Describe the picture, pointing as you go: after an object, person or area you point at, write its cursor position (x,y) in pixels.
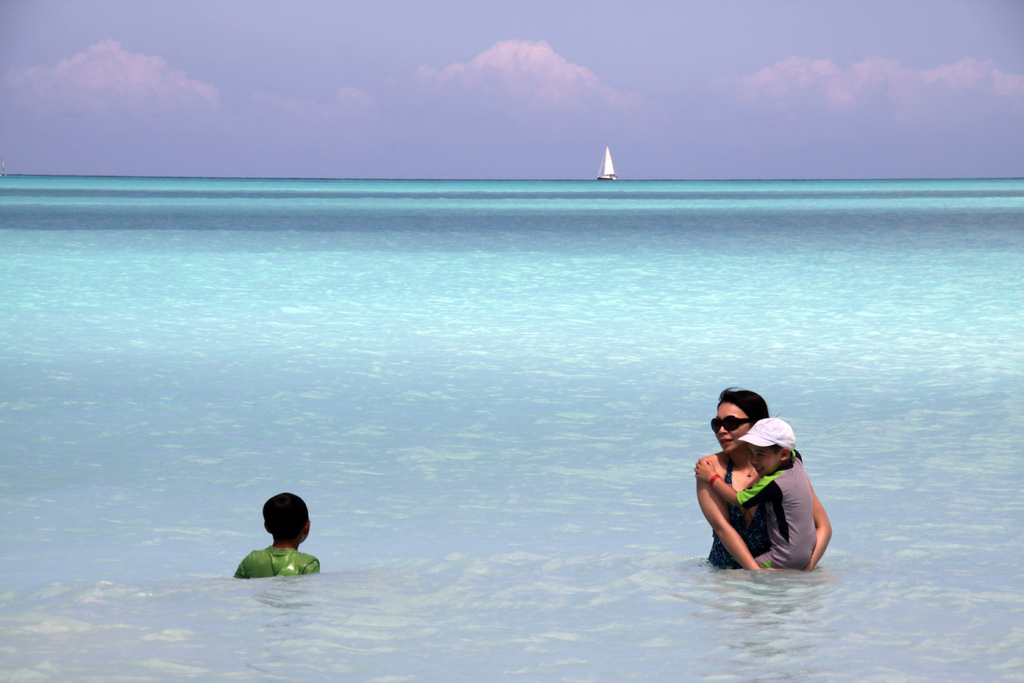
Far there is a boat (613,171). Sky (566,177) is cloudy. Here we can see water (643,306) and people (721,506).
